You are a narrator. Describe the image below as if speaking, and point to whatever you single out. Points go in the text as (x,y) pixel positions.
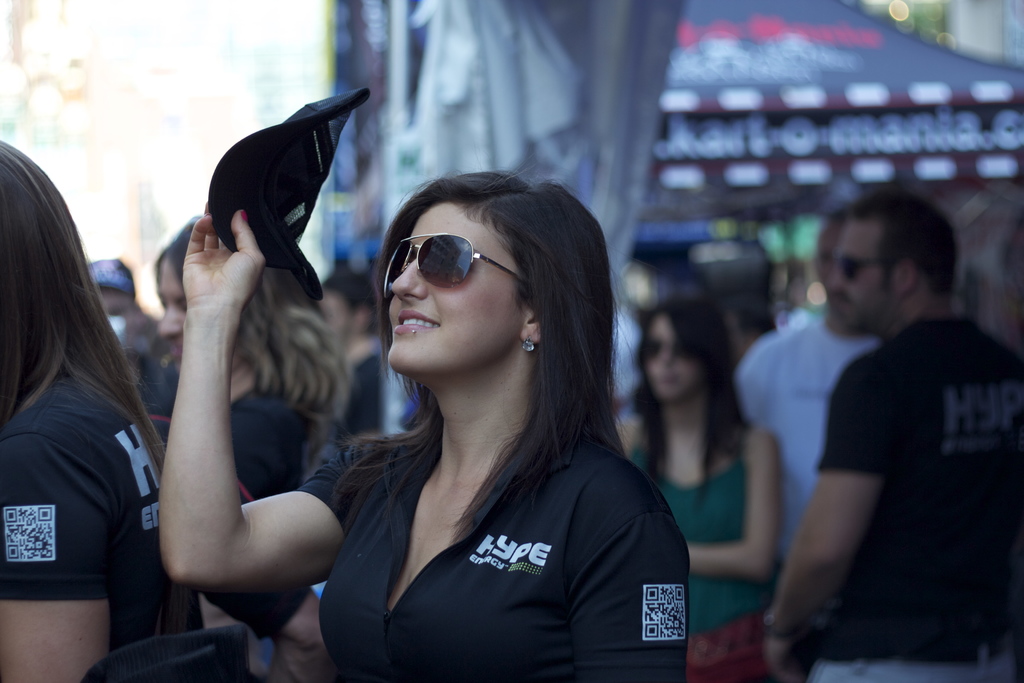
In this picture we can see a group of people (13,488) where a woman (669,590) wore goggles (427,281) and smiling and in the background (109,122) it is blurry.
